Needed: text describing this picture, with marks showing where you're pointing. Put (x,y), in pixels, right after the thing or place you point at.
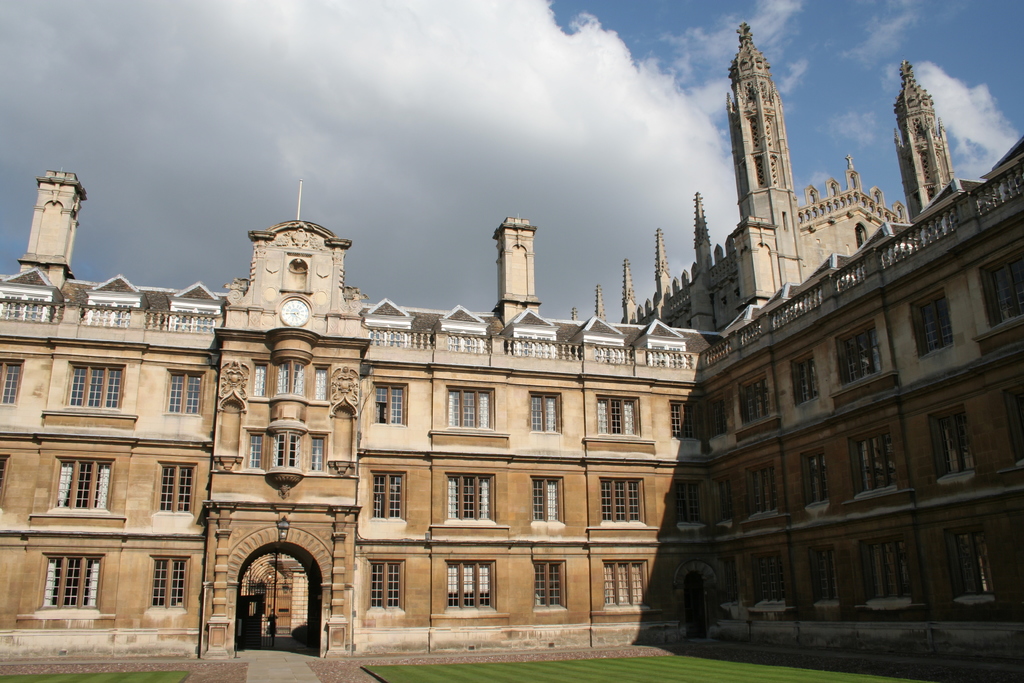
In this image I can see there are buildings (509,437), at the bottom (437,676) there is the grass (754,682), at the top (508,101) it is the cloudy sky (594,101).
